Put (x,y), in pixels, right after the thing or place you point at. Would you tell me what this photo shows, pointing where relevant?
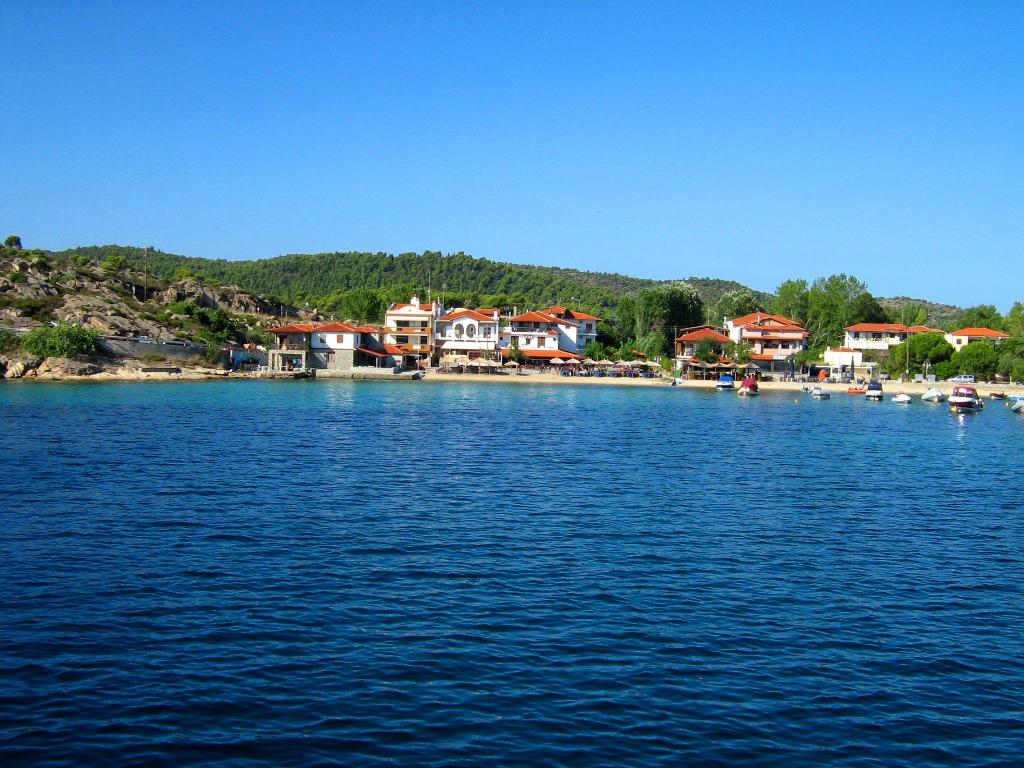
In this image I can see few buildings (506,332), poles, trees (237,323) and few boats (973,395) on the water surface (702,511). The sky (643,151) is in blue color.
